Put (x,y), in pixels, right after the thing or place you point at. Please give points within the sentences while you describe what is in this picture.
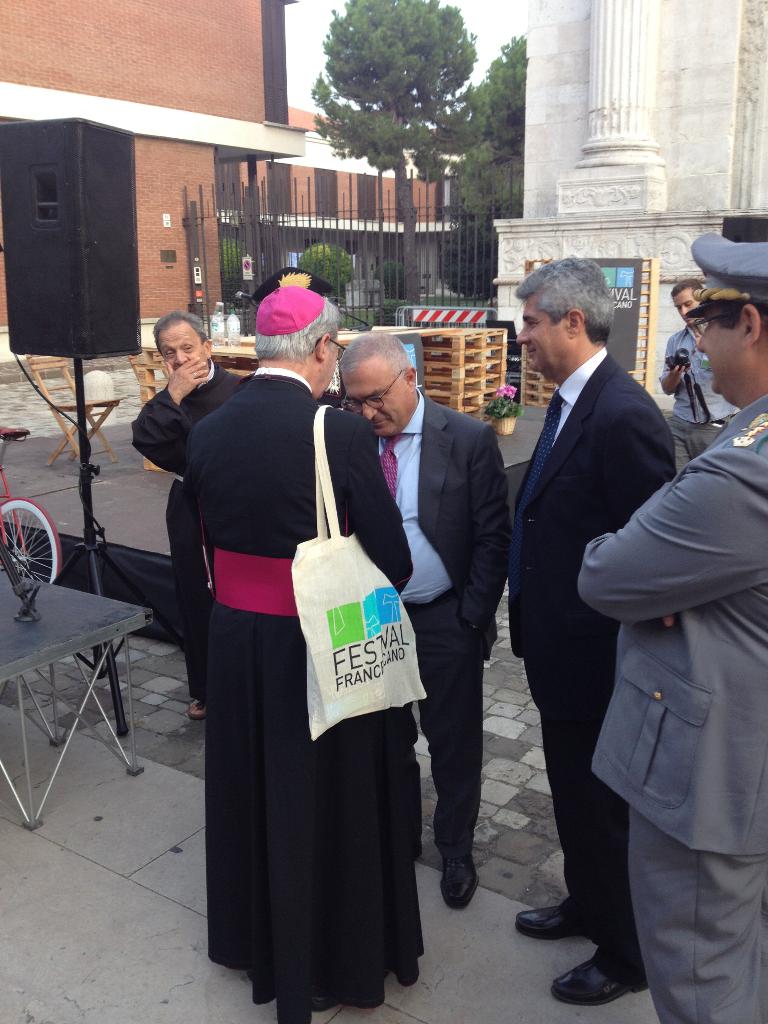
In this image we can see people (447,566) are standing on the floor (555,1010). Here we can see a table (2,657), wheel (3,528), speaker (88,176), chair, plants (508,429), fence (470,299), trees (406,238), walls (252,80), pillar (641,168), sky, and other objects (80,368).
